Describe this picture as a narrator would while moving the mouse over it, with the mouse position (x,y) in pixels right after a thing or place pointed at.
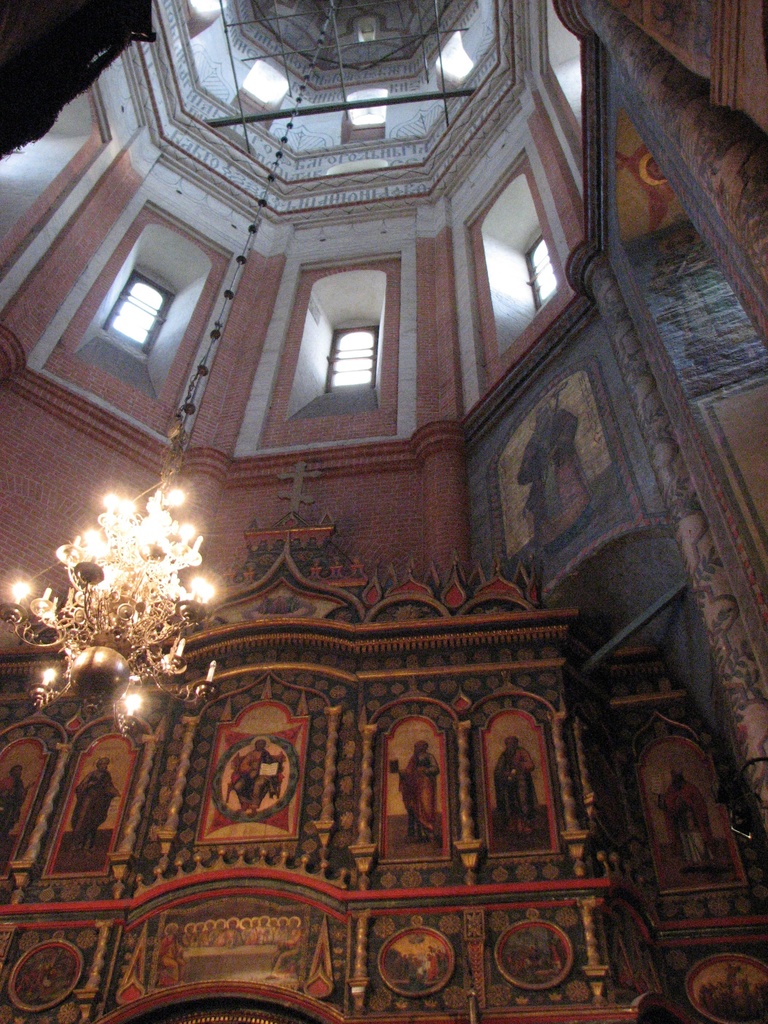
This image is clicked inside the building (265,348). In the front (74,782), we can see the arts (82,773) on the wall (471,815). In the middle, there is a light (149,636) hanged to the roof (314,21).
